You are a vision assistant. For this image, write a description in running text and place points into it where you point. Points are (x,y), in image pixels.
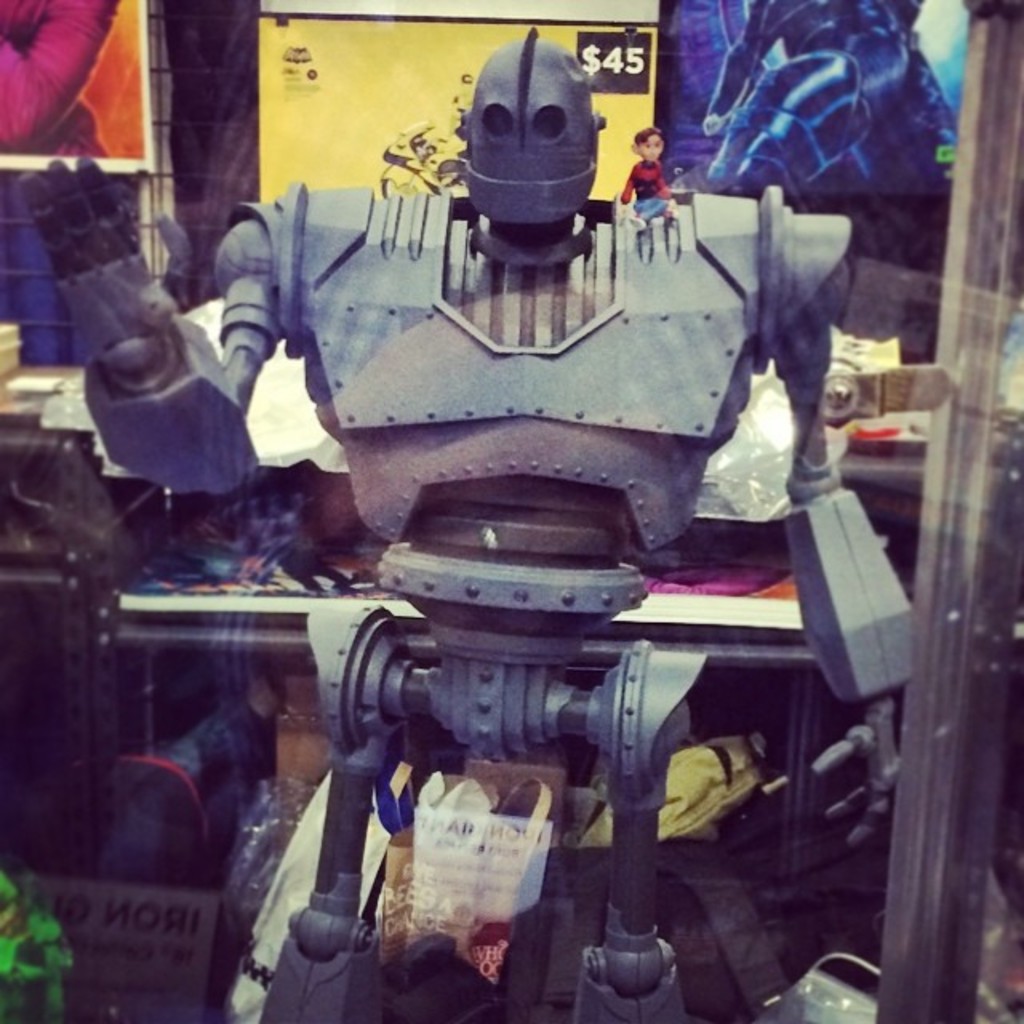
In this picture I can see a robot (473,390), there are boards (912,119) and some other objects (310,598).
